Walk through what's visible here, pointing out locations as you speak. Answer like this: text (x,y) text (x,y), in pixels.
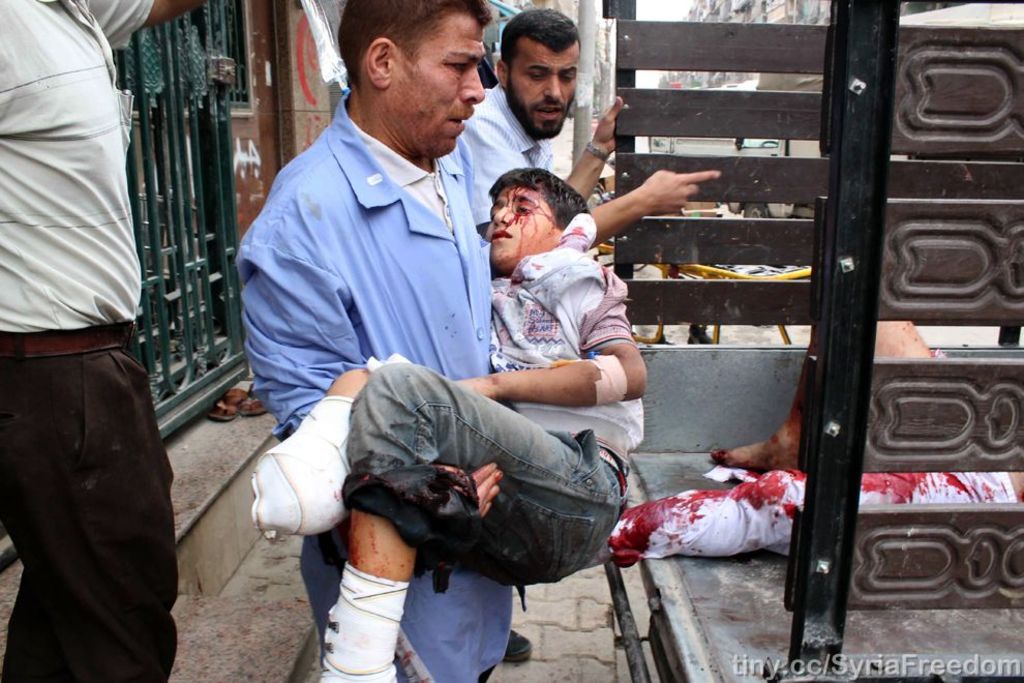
In this image we can see this person (332,279) wearing blue shirt (332,287) is carrying a child (539,370) who is injured, here we can see a vehicle (722,232) in which we can see another person (991,497) is injured, we can see two more people (59,179) here and buildings (804,16) in the background (795,6). Here we can see the watermark (910,662) on the bottom right side of the image (765,660).
